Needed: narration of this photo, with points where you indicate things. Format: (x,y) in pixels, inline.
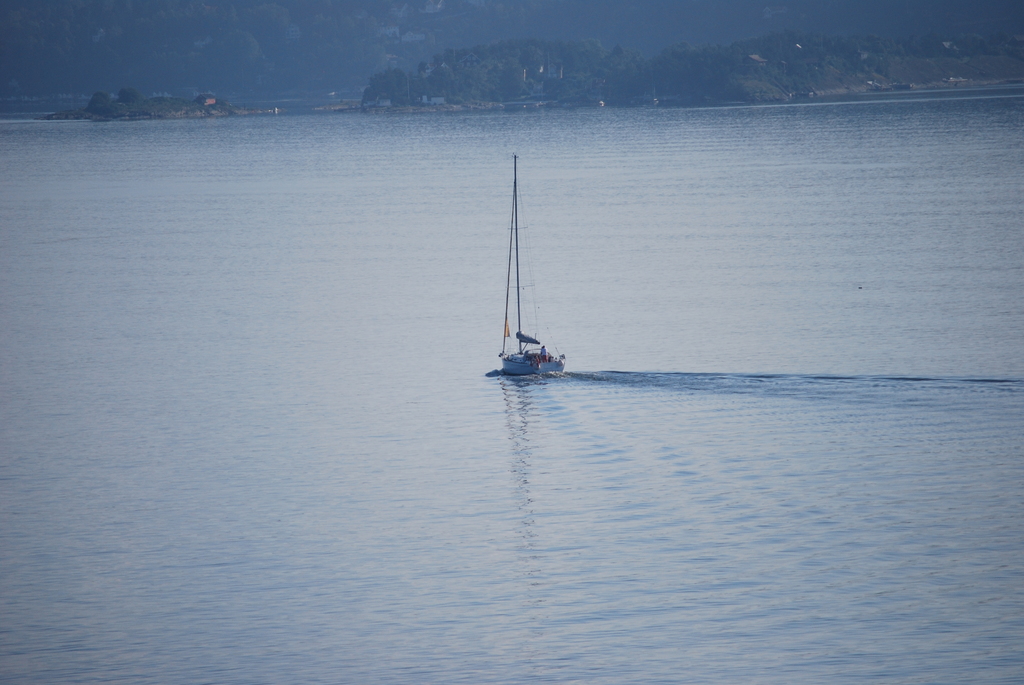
In the picture we can see a water surface (430,496) on it, we can see a boat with a pole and wire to it and far away from it we can see some hills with trees (756,74) and houses (208,103) near it.
